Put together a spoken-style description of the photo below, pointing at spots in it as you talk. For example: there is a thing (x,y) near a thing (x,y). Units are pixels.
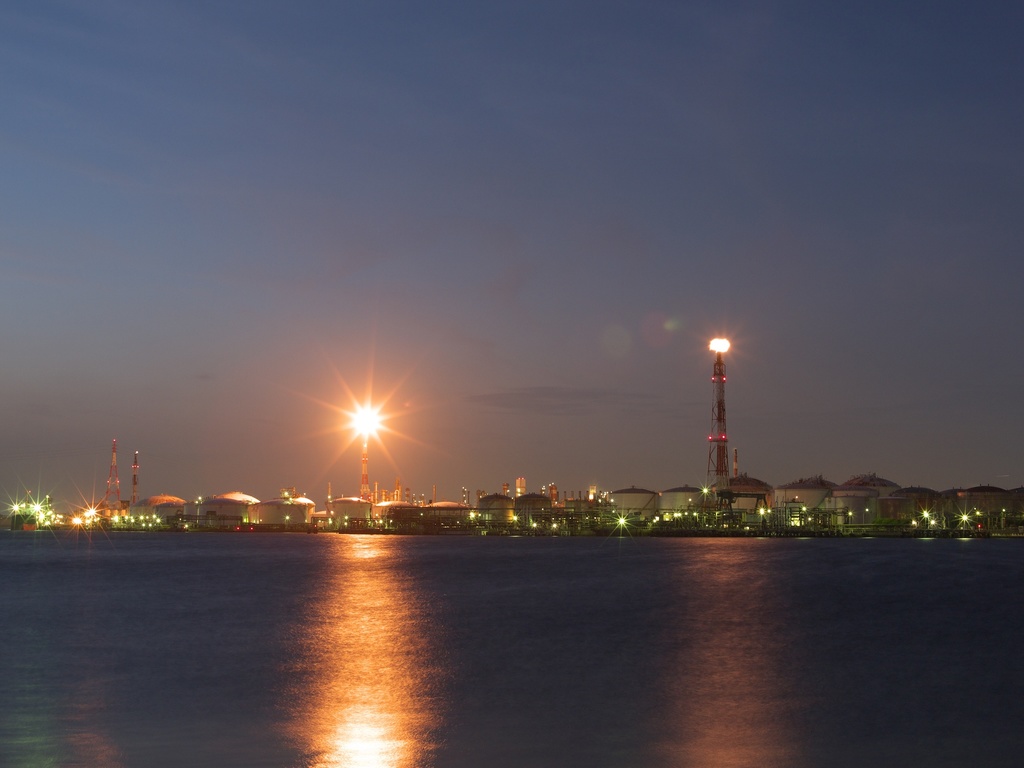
In this picture we can see water (669,616) at the bottom (650,654), in the background (859,514) there are some buildings (333,519), we can see lights (378,425) here, there is a tower (723,446) here, we can see the sky (588,234) at the top of the picture (527,165).
